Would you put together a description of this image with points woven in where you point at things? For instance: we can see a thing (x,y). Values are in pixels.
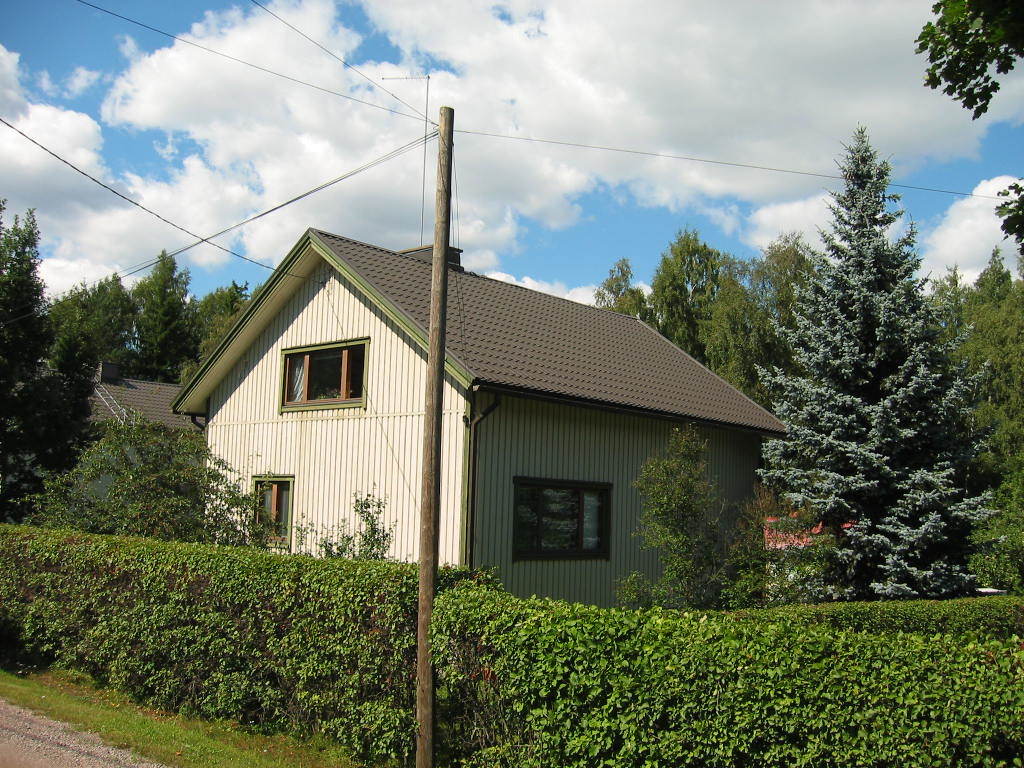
In this image I can see there are trees (823,436) and plants (696,654). And there are houses (399,352) and a pole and there is a wire (421,139) attached to the pole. And there is a ground (73,737) and a grass (116,724). And at the top (418,96) there is a sky (733,145).
